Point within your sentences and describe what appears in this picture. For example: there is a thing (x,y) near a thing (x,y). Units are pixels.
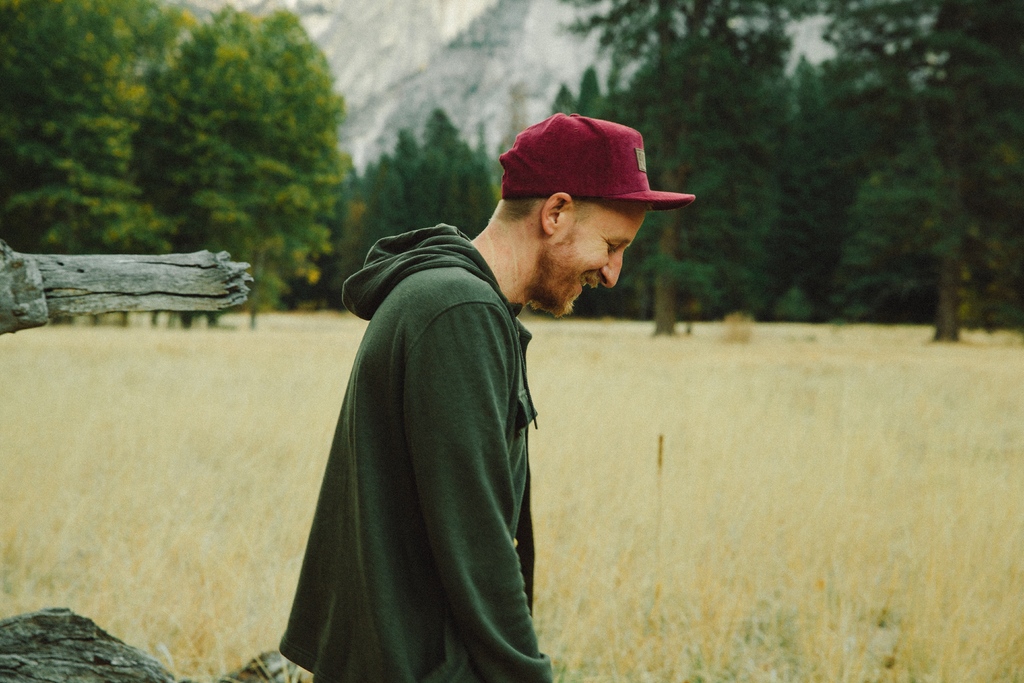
In the image we can see a man (385,454) in the middle of the image (417,430). The man (440,479) is wearing clothes (436,365), cap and he is smiling. Here we can see the grass (153,491), wooden log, trees (802,181) and the background (121,179) is slightly blurred.
